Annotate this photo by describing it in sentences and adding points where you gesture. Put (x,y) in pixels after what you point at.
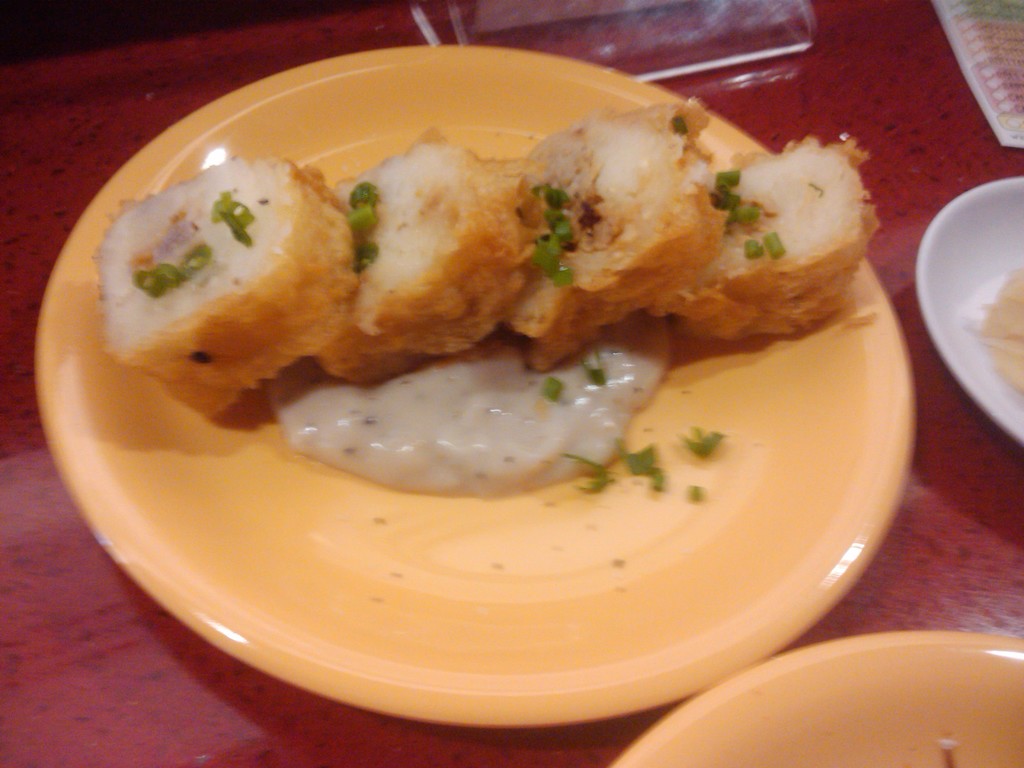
In this image there is a plate (381,531) on the table (53,149) served with food (445,258) around that there are some other plates (951,300) and things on it.
